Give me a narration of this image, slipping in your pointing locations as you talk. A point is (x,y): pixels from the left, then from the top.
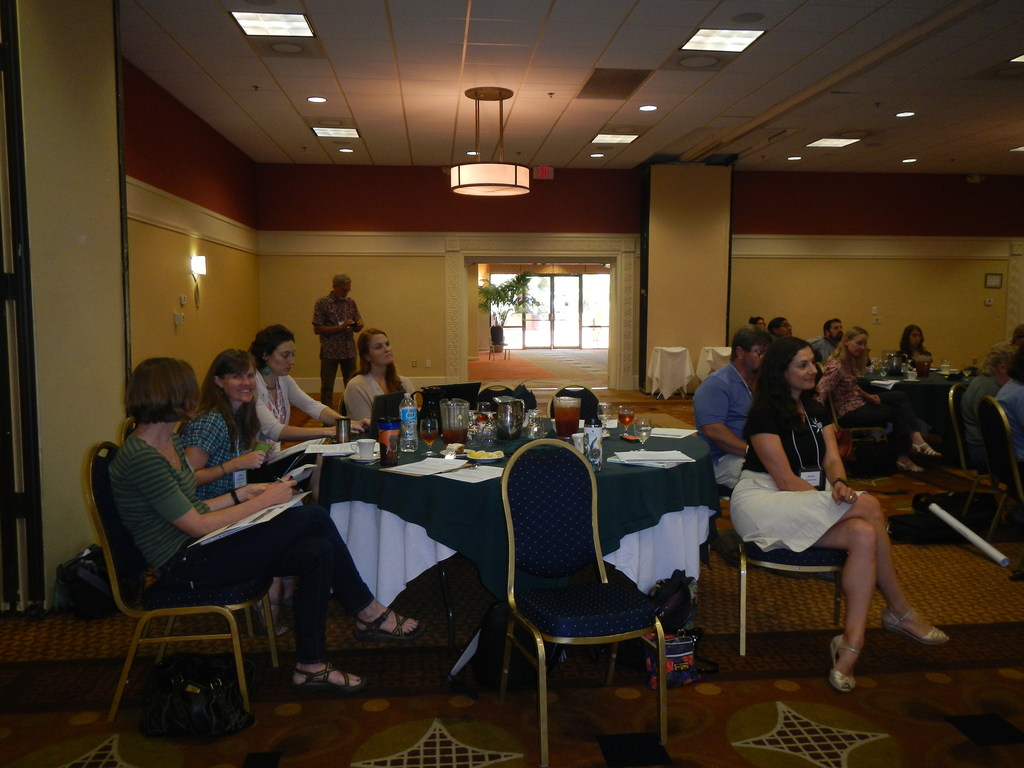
This picture is an inside view of a room (677,704). In this picture we can see the tables (938,433) and some people (869,554) are sitting on the chairs (509,498). On the tables (498,506) we can see the papers (416,467), glasses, bottles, plates (454,455) of food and some other objects (464,439). In the background of the image (975,277) we can see the wall (288,272), light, window (557,325), plant (488,294), pot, cloths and a man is standing. At the bottom of the image (630,683) we can see the floor (361,734) and bags (253,717). At the top of the image (509,108) we can see the roof (558,85) and lights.
